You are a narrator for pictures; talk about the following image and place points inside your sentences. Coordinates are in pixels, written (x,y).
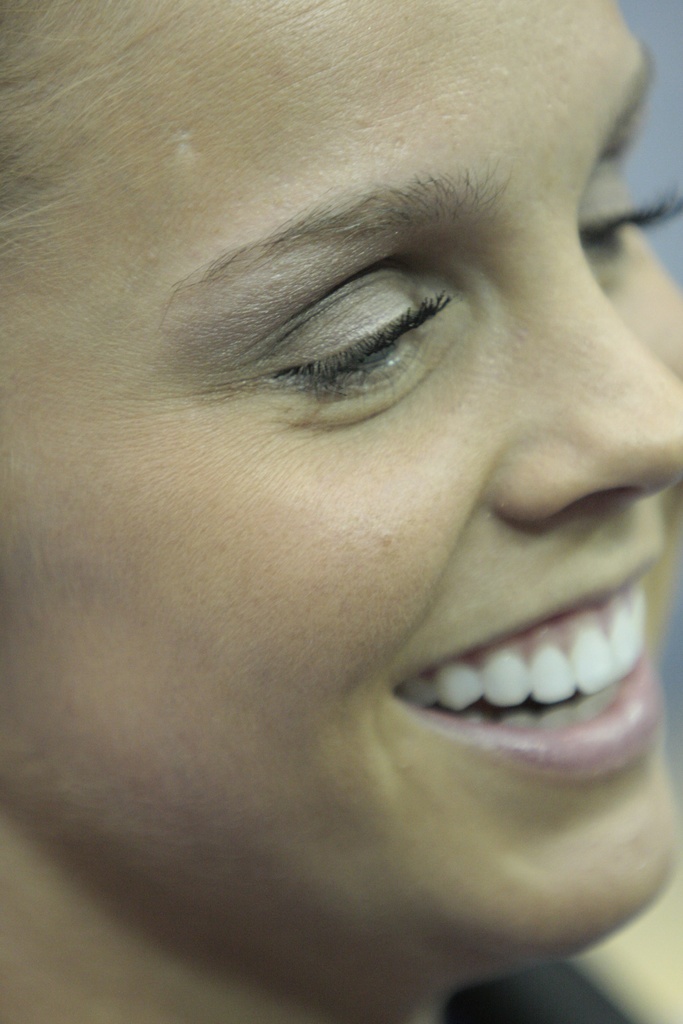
It is a zoomed in picture of a woman (505,603) smiling.
